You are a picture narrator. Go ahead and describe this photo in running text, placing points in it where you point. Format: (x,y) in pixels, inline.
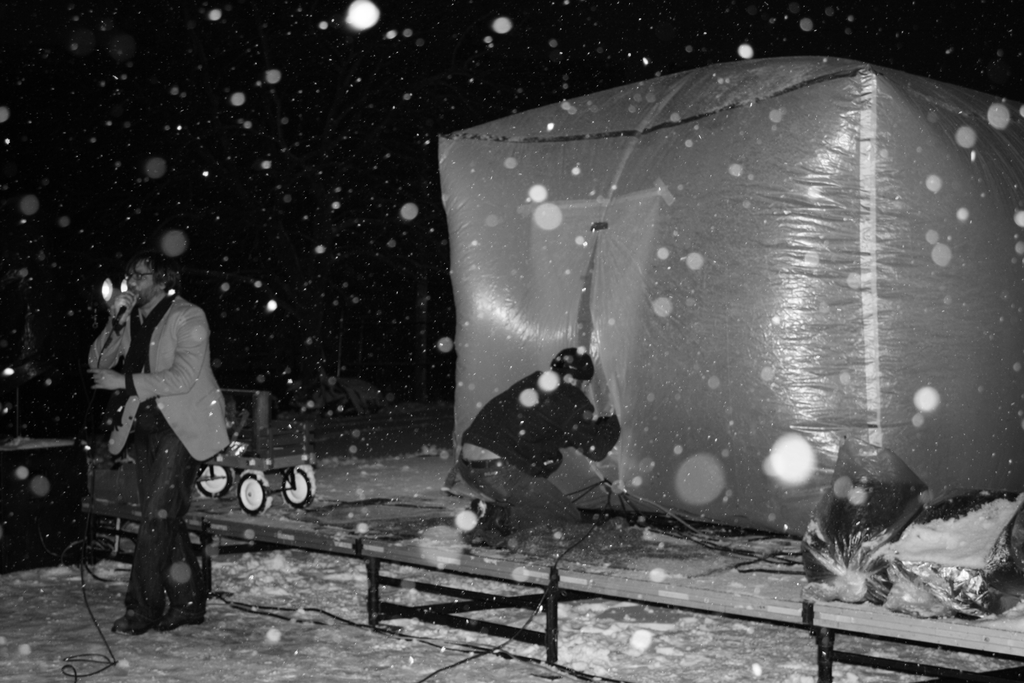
In this black and white picture there is a man (167,435) standing to the left (149,573). He is holding a microphone (117,324) in his hand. Behind him there is a bench (291,537) on the ground (325,628). To the right (768,435) there is a tent (750,264). There is a person (553,435) kneeling down in front of the tent (872,380). Beside the tent (861,408) there are bags (946,571). The background (198,111) is dark. To the left (13,519) there is a box (49,498) on the ground (62,574). There are cable wires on the ground (227,667).
